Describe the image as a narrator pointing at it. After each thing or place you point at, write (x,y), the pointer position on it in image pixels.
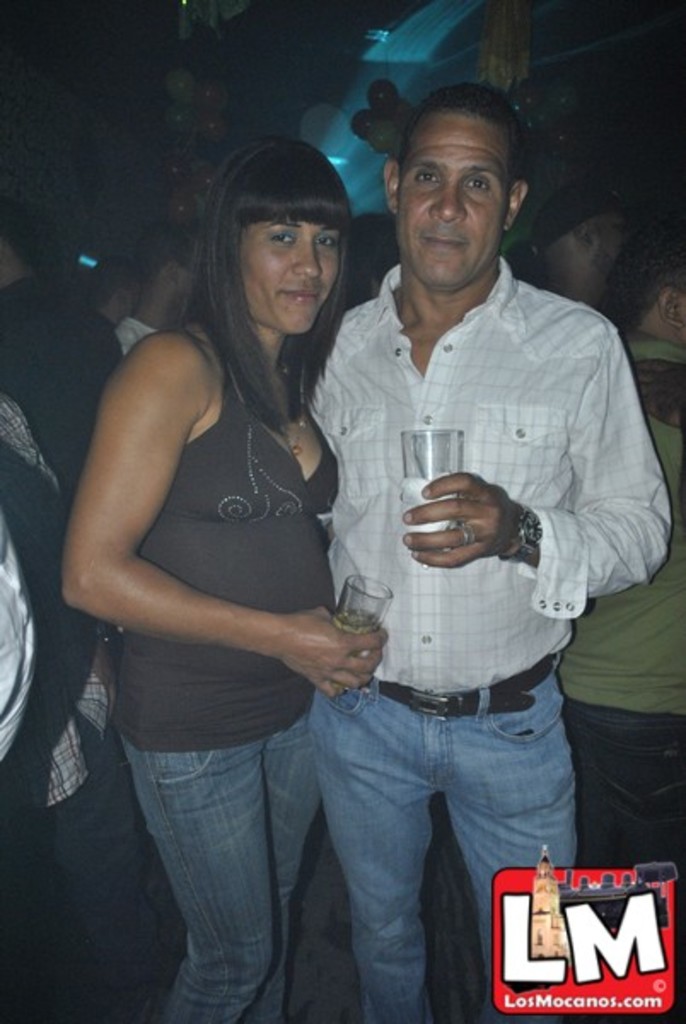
There is a man (427,229) and woman (270,611) holding glasses (446,451). In the back (27,253) there are many people (590,219). On the right corner (565,952) there is a watermark (597,941).
